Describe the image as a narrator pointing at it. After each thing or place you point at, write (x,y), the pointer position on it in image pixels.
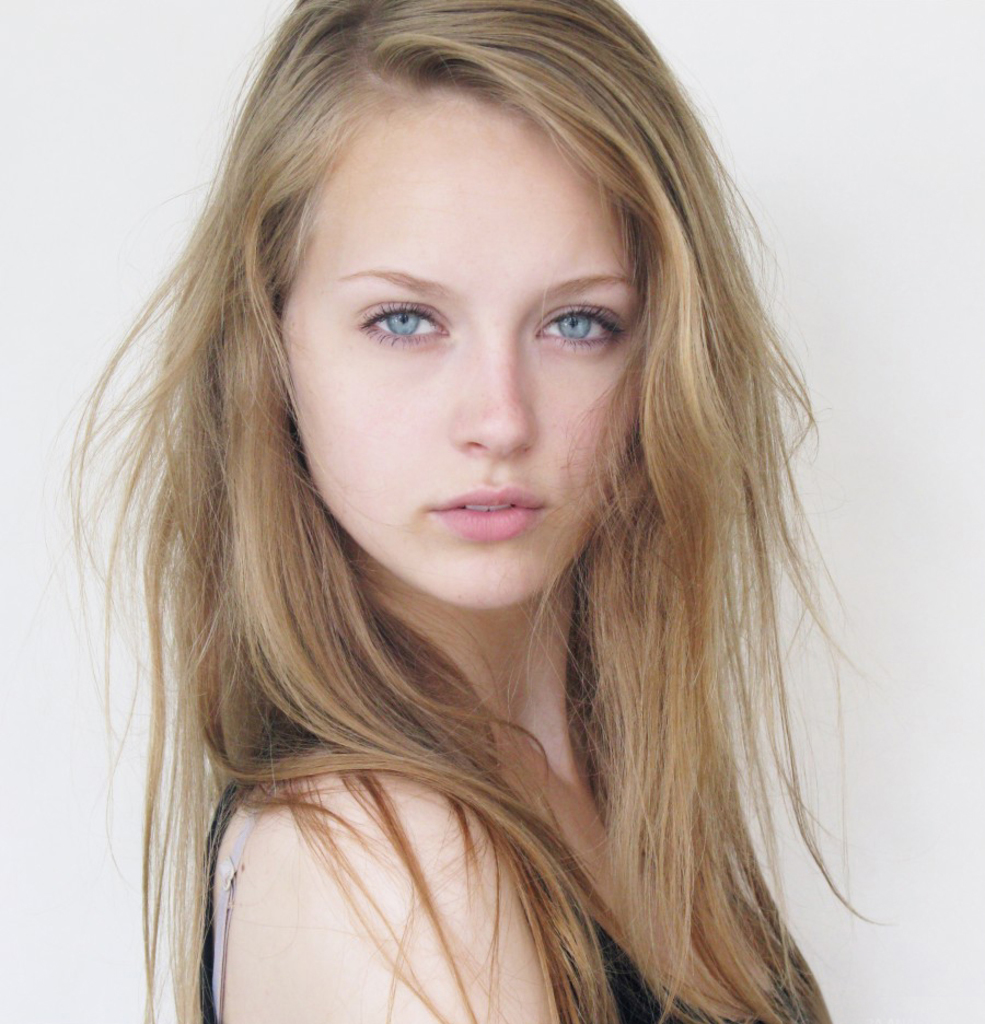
In the center of the image (419,452) we can see a lady (465,926). She is wearing a black dress (626,978). In the background (754,182) there is a wall (80,280).
